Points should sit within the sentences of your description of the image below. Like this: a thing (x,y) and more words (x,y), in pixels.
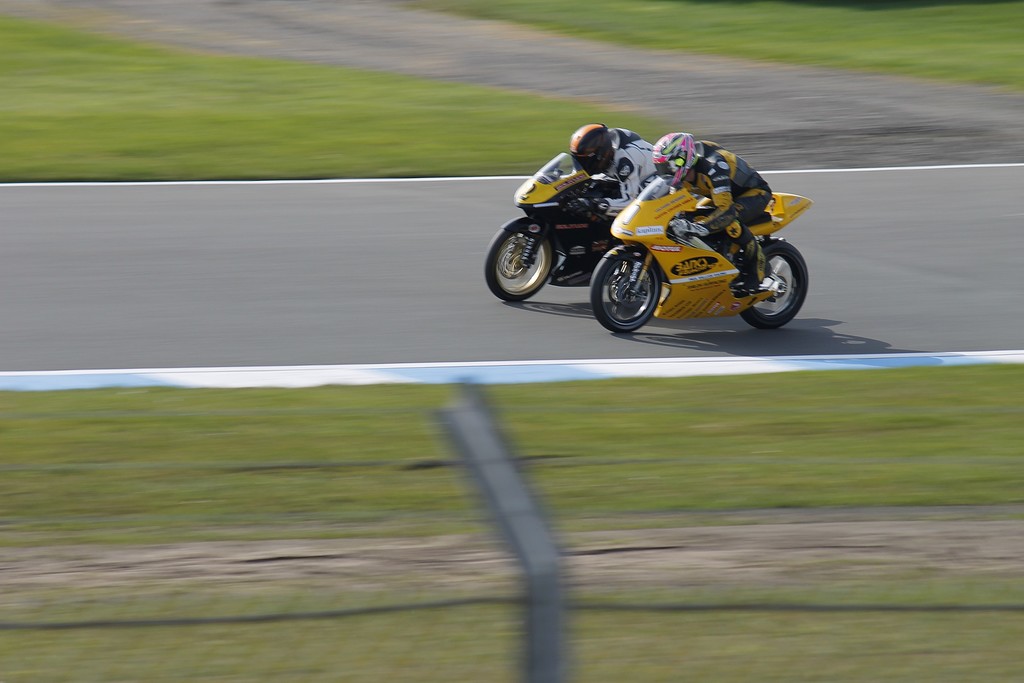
In two persons (654,176) are sitting on the bikes (649,228) and riding on the road (93,330). On both sides of road (423,333) there is grassland (326,652). Front side of image there is a pole (488,461).
